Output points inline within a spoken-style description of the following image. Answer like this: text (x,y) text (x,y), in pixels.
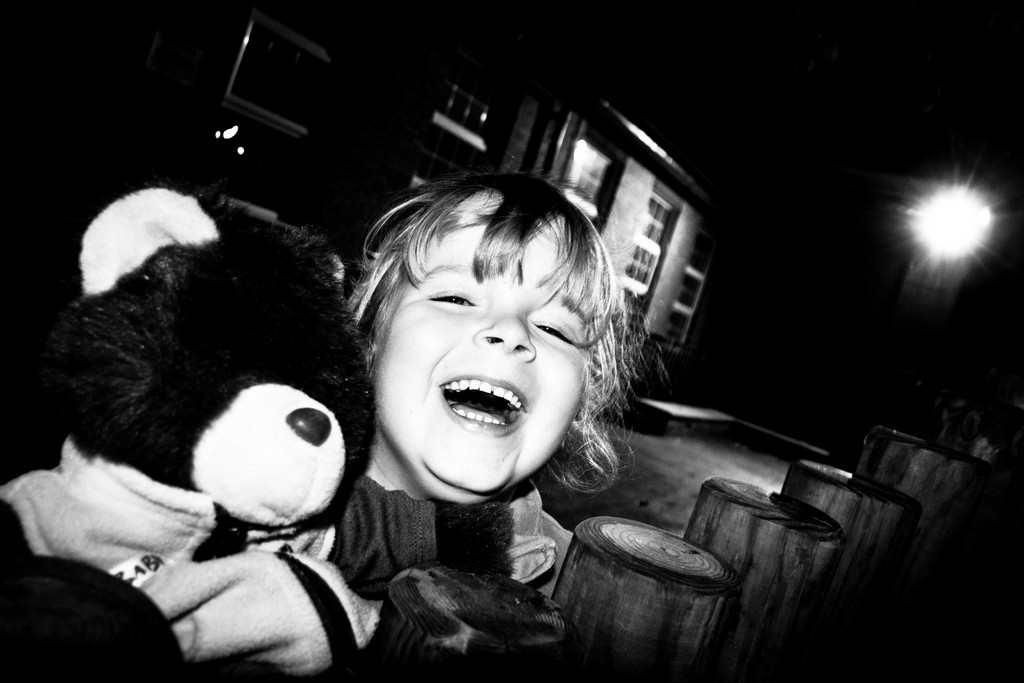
In the picture we can see a child (410,446) holding a doll (70,400) and the child (447,442) is laughing and behind we can see a building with windows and a besides we can see a light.
